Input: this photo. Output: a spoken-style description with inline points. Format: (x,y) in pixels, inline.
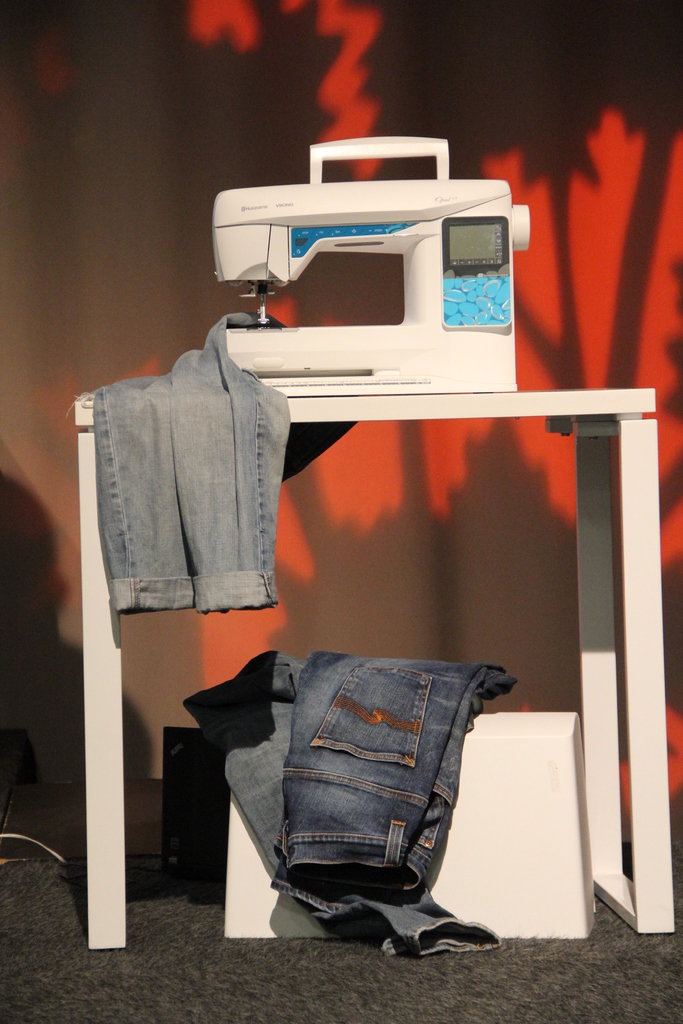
There is a stitching machine (292,354) on a table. Also there is a jeans (207,412). Below the table (368,413) there are jeans (370,804) on a white surface (468,794). In the background (115,111) there is a wall (528,163).
